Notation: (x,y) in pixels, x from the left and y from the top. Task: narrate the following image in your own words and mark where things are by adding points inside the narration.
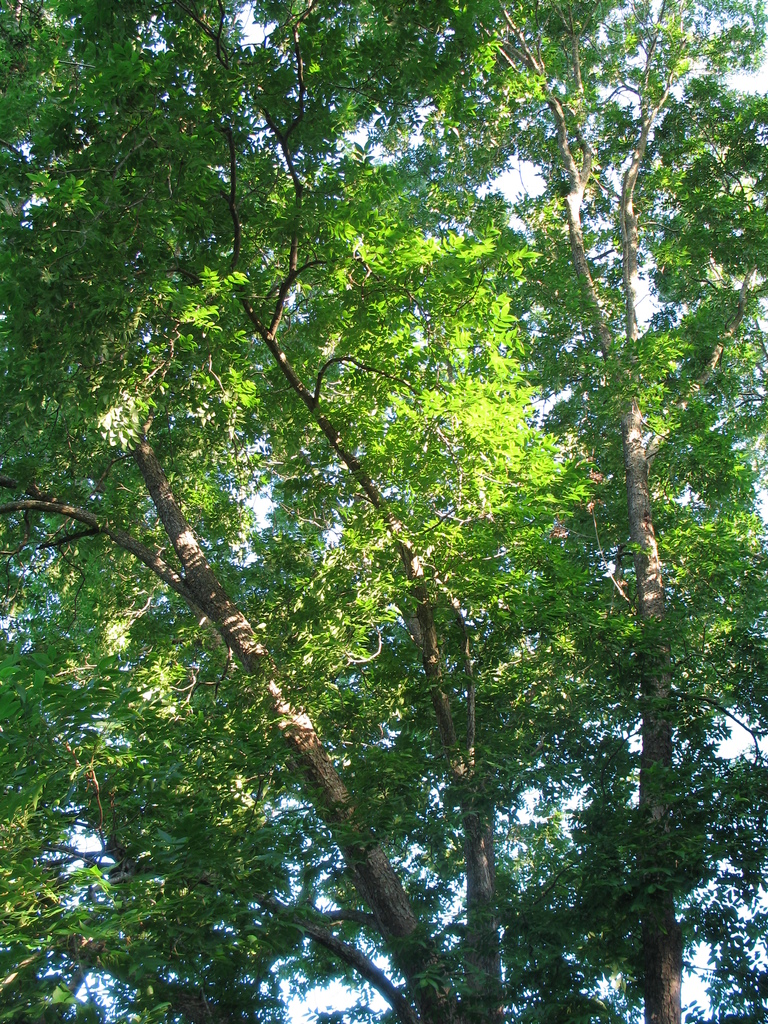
In this picture we can see trees (277,517) and a sky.
